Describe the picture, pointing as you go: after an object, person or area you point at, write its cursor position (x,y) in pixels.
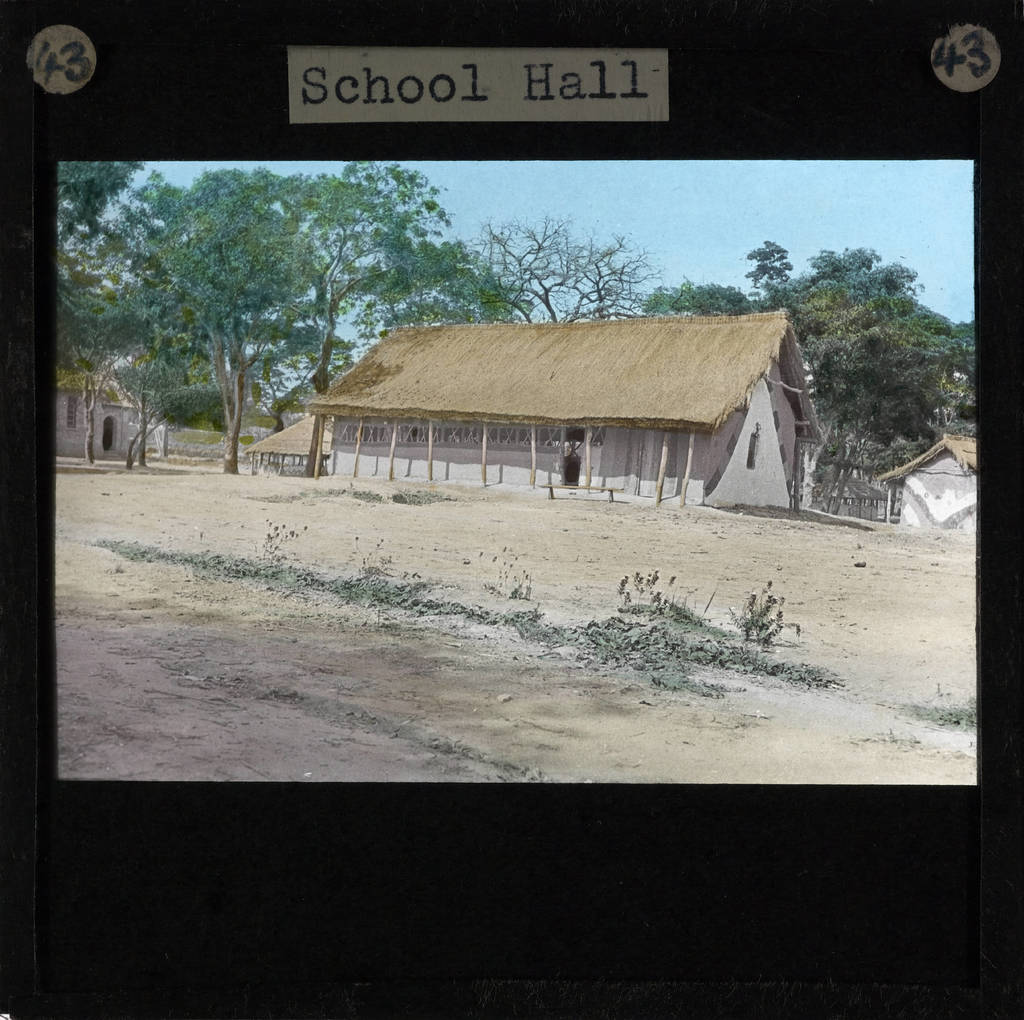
This is the image of huts (498,341) which are in white and brown color. There are many trees (166,334) in the background (851,424) and at the bottom of the image (544,711), we see sand (779,635) and herbs (694,663). At the top of the picture (407,48), we see a white board (470,71) with text (555,76) written as "SCHOOL HALL". At the bottom of the picture (397,887), it is black in color.
